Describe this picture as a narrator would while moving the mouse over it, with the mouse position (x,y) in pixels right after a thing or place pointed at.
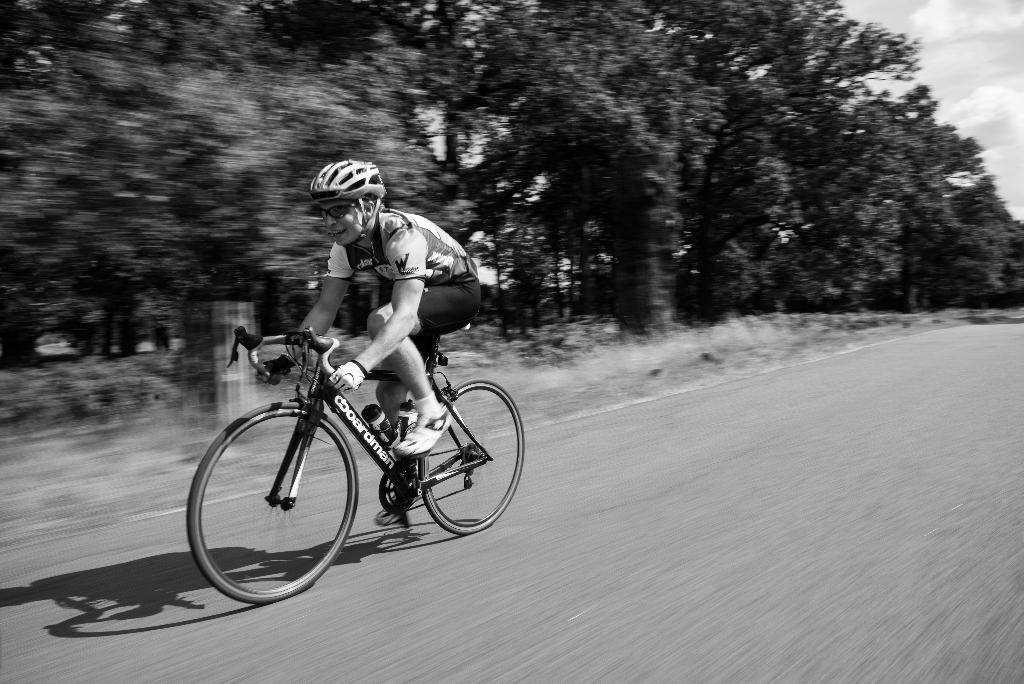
This is a black and white image in this image there is one person (357,366) who is sitting on a cycle (447,358) and riding. At the bottom (584,624) there is road (689,456), and in the background (600,157) there are some trees (816,168) and sky (954,88).
